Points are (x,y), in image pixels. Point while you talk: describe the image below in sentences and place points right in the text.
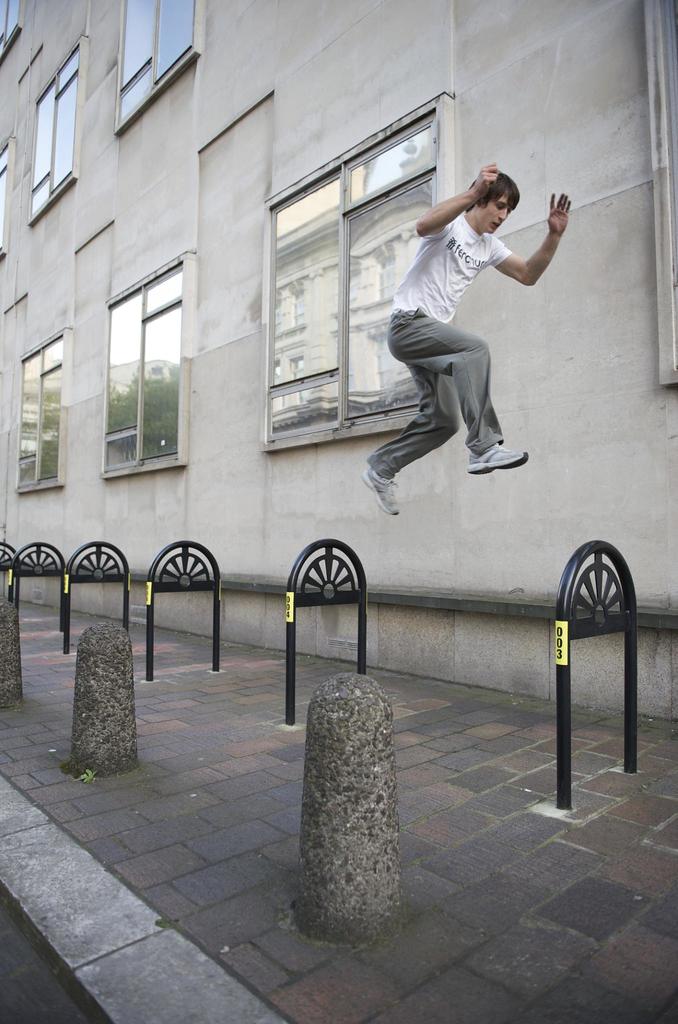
In this image I can see a person (476,353) in air. The person (456,360) is wearing white shirt (442,302), gray pant (438,340), background (126,174) I can see a building (163,118) in gray color and I can also see few glass windows (148,382).
